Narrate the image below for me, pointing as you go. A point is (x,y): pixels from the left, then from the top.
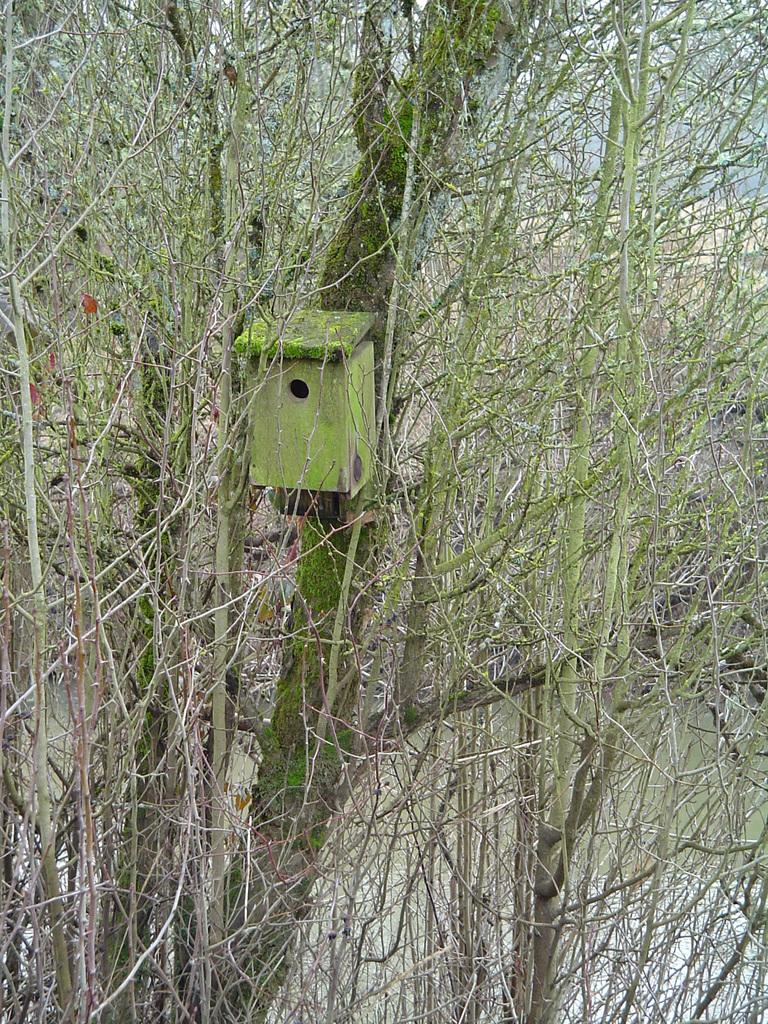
In this image there are some trees (311,308) and there is a box (290,415), and in the background (687,739) there is a pond (678,727) and grass (656,398).
